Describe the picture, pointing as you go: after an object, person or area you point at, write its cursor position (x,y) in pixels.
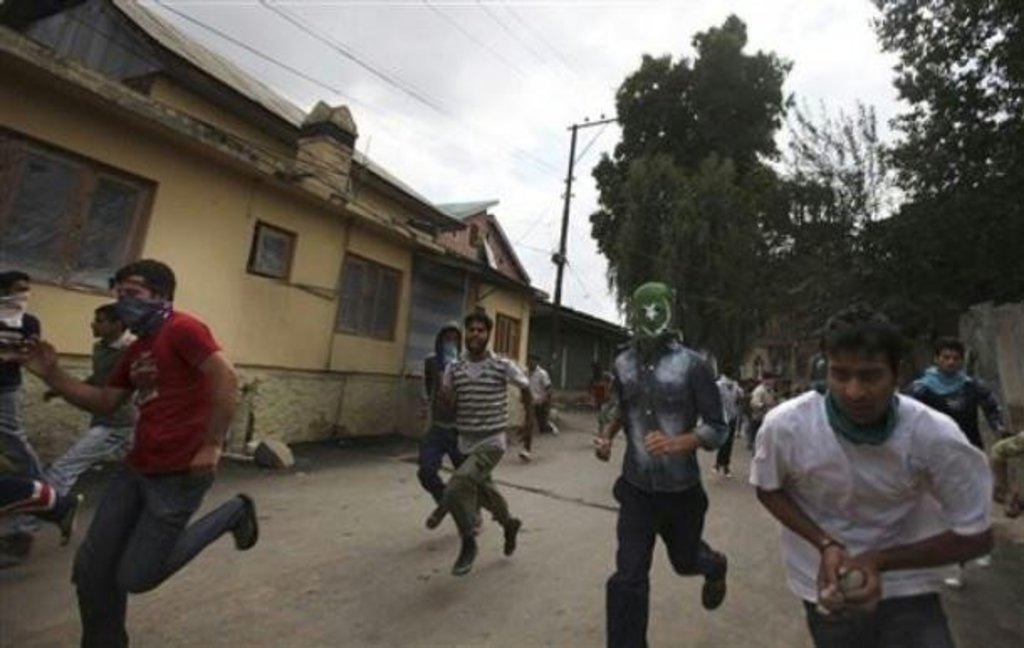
In this picture there are boys (477,480) in the image, they are running and there are house (517,324) on the left side of the image (255,125), there are trees (621,189) in the image and there are wires (355,53) at the top side of the image (343,57).
